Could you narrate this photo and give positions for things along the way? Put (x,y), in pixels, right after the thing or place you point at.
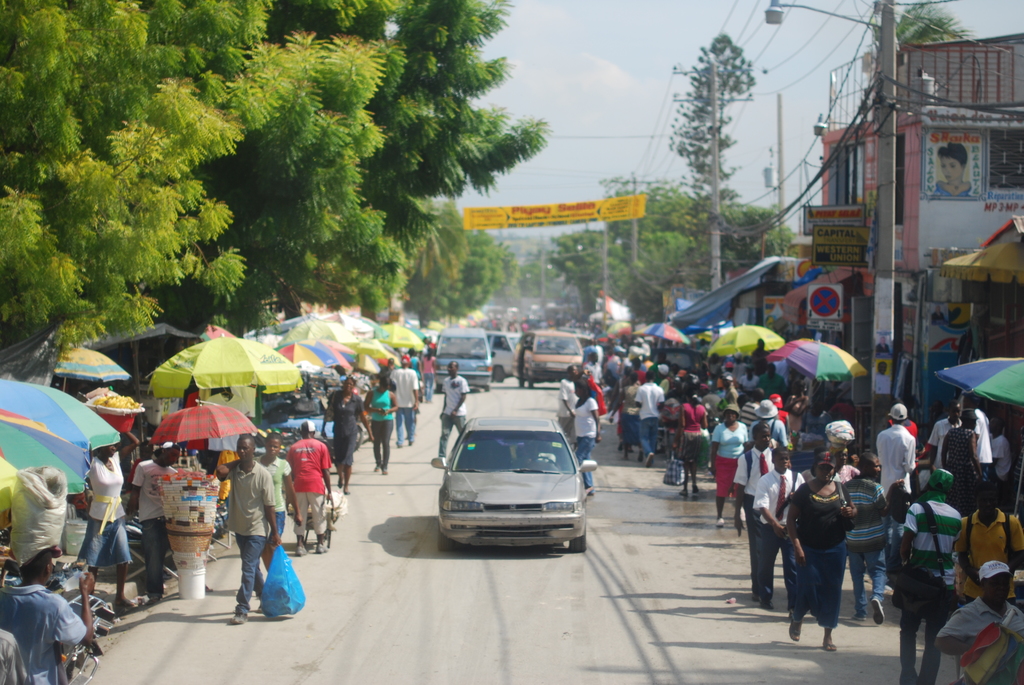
In the center of the image (436,428) there is a road (636,569) with vehicles (474,377). There are people (731,453) walking. To both sides of the image there are stalls (733,333). To the left side of the image (221,270) there are trees (260,270). To the right side of the image (981,84) there is a building (864,340). There is a pole (882,115). In the background of the image (723,251) there are trees (469,259) and banner (555,206). At the top of the image (571,46) there is sky (596,59). At the bottom of the image (440,643) there is road (353,647).
